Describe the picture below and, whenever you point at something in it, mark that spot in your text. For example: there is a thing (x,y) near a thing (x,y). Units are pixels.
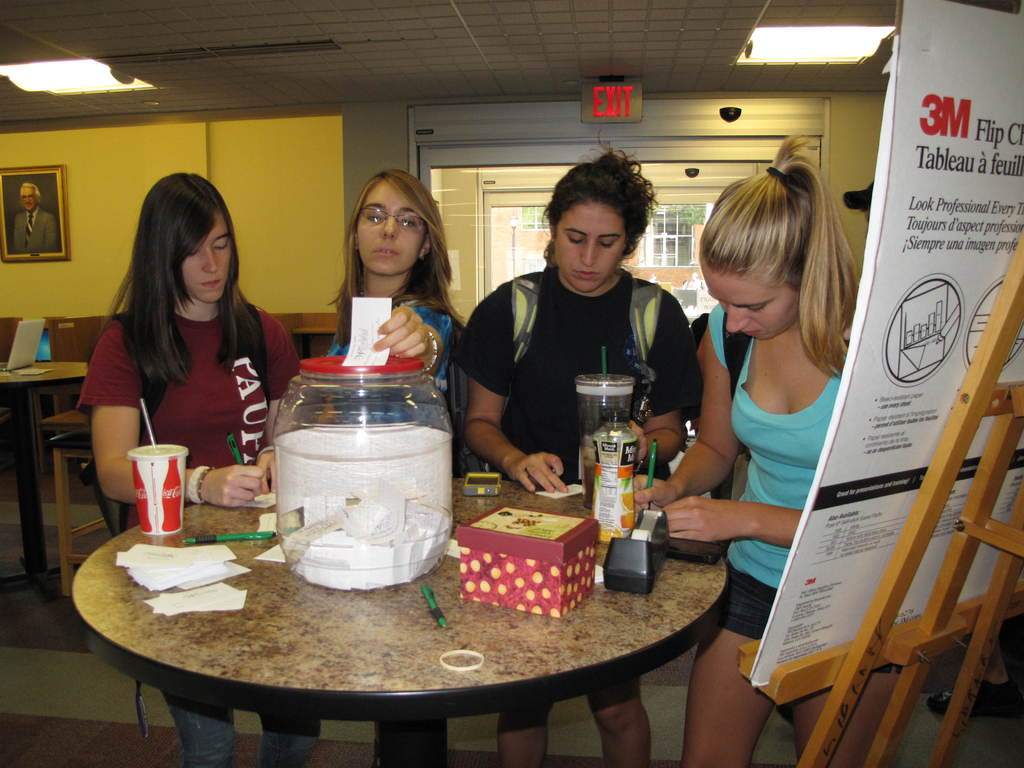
In this image I can see few women (668,445) are standing. Here on this table (682,551) I can see a jar (410,441), bottle (608,483) and few glasses (599,389). In the background (33,229), on this wall (73,190) I can see a frame (45,180).
